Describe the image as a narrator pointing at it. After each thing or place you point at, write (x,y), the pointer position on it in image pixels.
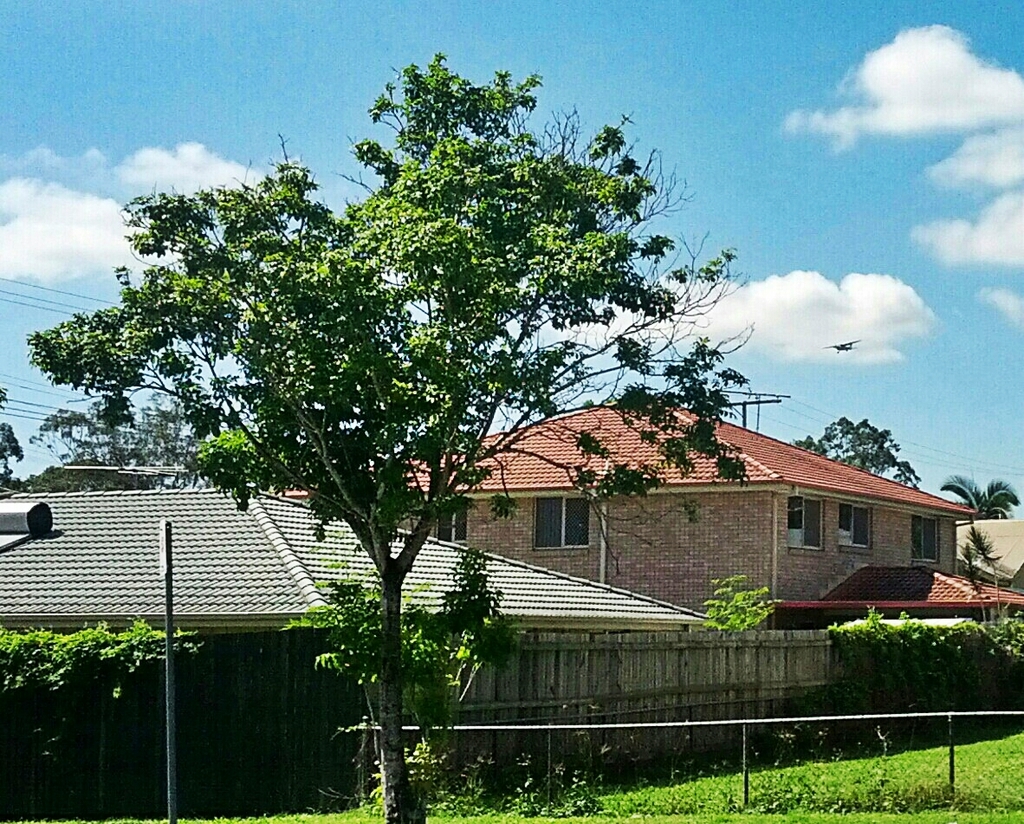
In this image, we can see some houses (664,517), trees (385,298), plants (538,797), poles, wires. We can see the ground (698,800) with some grass (874,772). We can see the fence (954,774) and the sky (787,301) with clouds (771,321).
